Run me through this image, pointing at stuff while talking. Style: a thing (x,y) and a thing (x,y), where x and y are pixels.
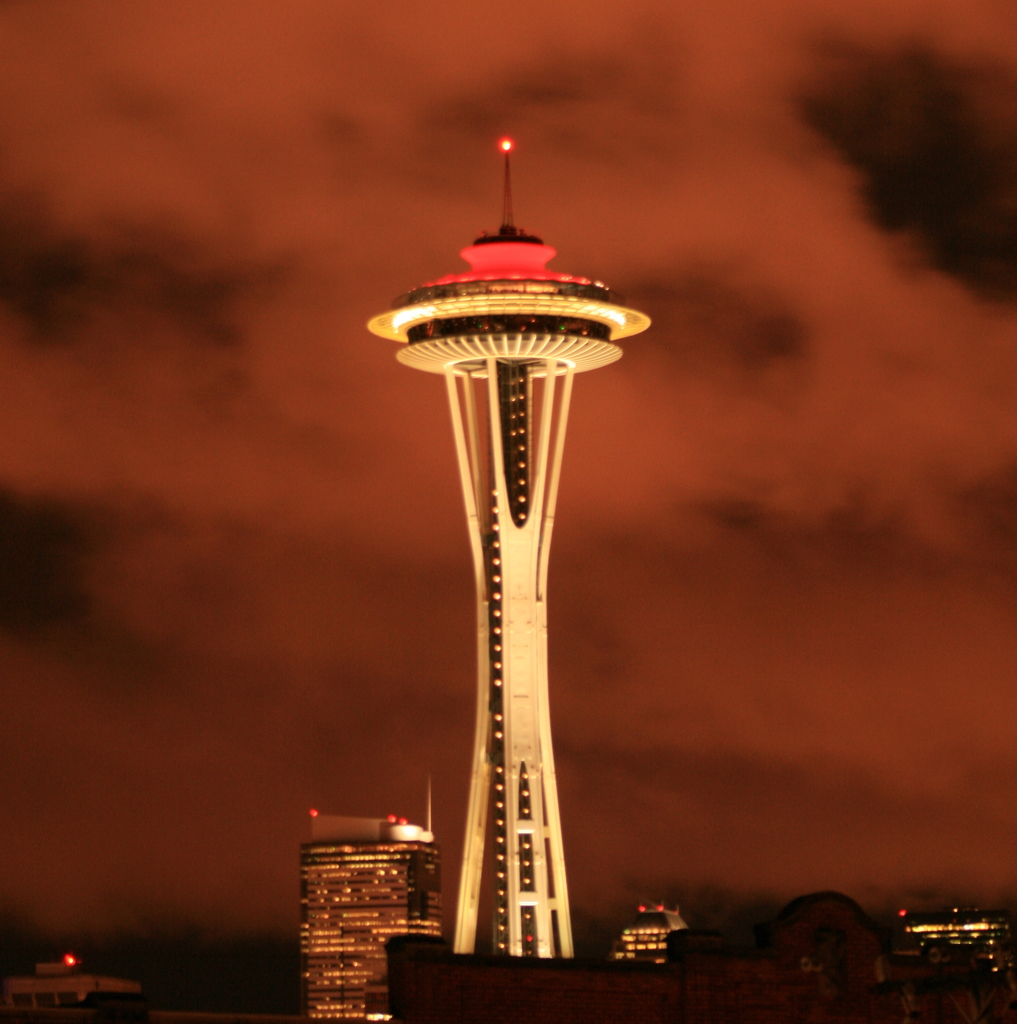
In this image there are some buildings (415,928) at bottom of this image (333,948) and there is a tower (545,597) in middle of this image (538,390) and there is a sky (225,246) in the background (562,504).
